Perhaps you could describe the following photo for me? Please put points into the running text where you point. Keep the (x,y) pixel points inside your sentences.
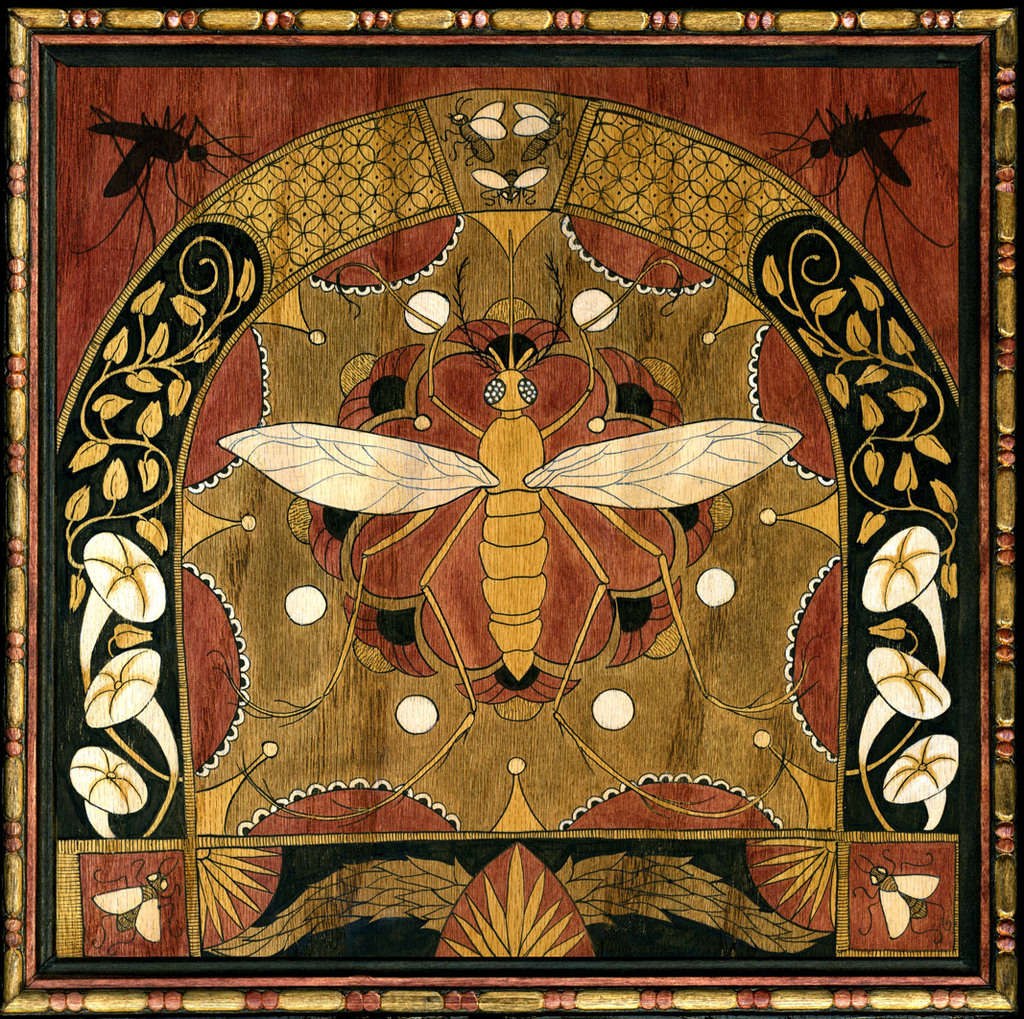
This is a painting in this image there are some insects (493,497), and some flowers (101,618).
